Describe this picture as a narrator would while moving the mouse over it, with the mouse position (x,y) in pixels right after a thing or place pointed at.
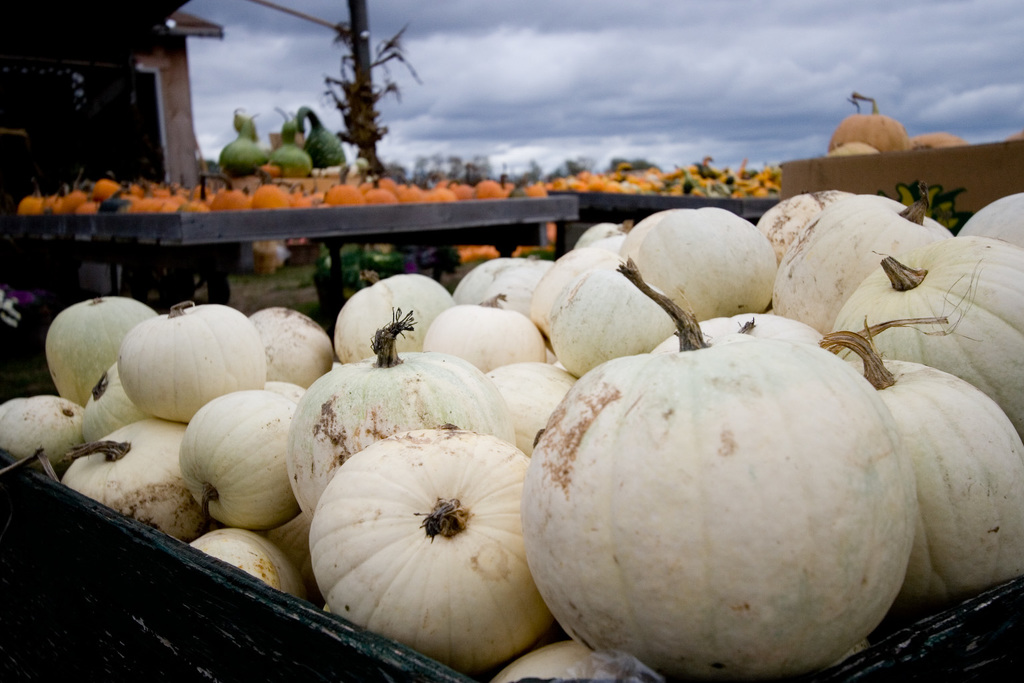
This is the picture of a place (41,182) where we have some pumpkins (582,375) placed around.
